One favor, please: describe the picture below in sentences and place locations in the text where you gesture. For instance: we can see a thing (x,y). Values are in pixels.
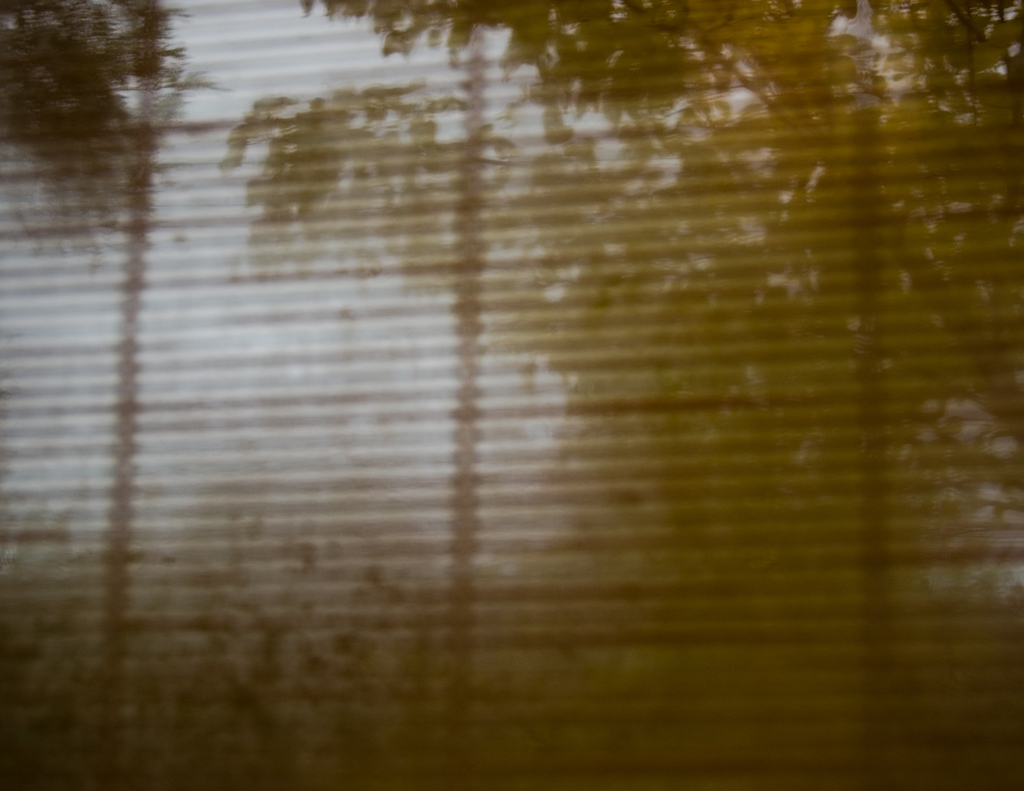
In the picture we can see a window cover (492,480) from it we can see trees (80,92) and sky (223,155).
